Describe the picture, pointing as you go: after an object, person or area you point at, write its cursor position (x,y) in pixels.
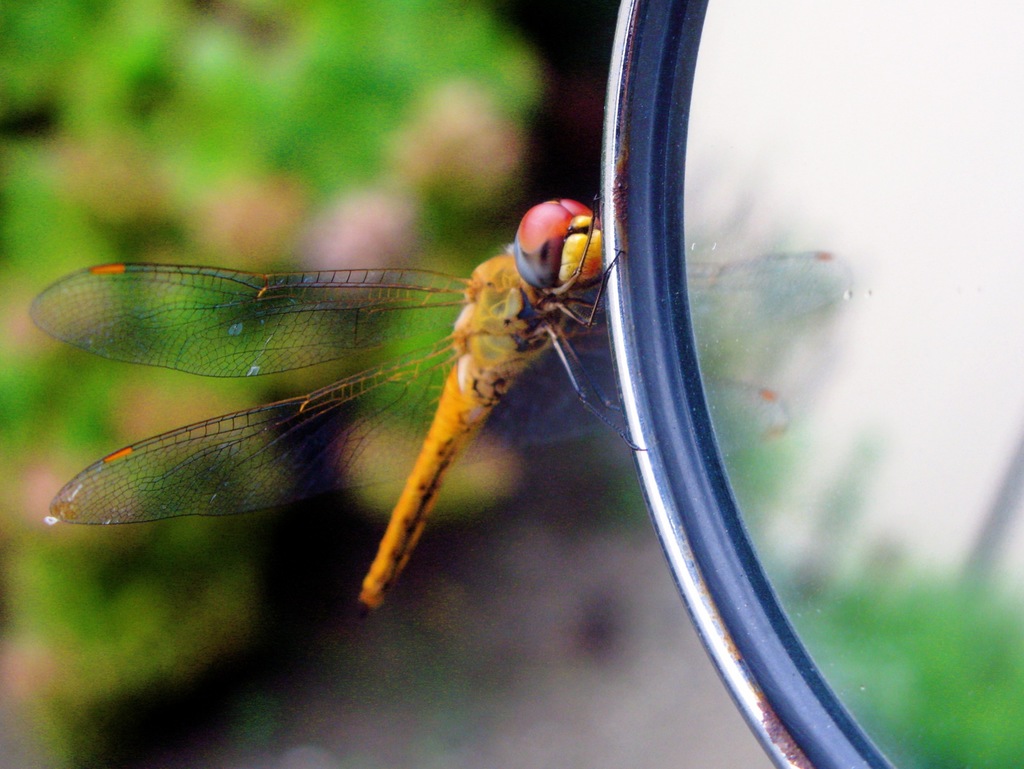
On the right side of this image (813,334) there is a mirror (806,327) and there is a dragonfly (416,325) on it. The background (507,690) is blurred.
